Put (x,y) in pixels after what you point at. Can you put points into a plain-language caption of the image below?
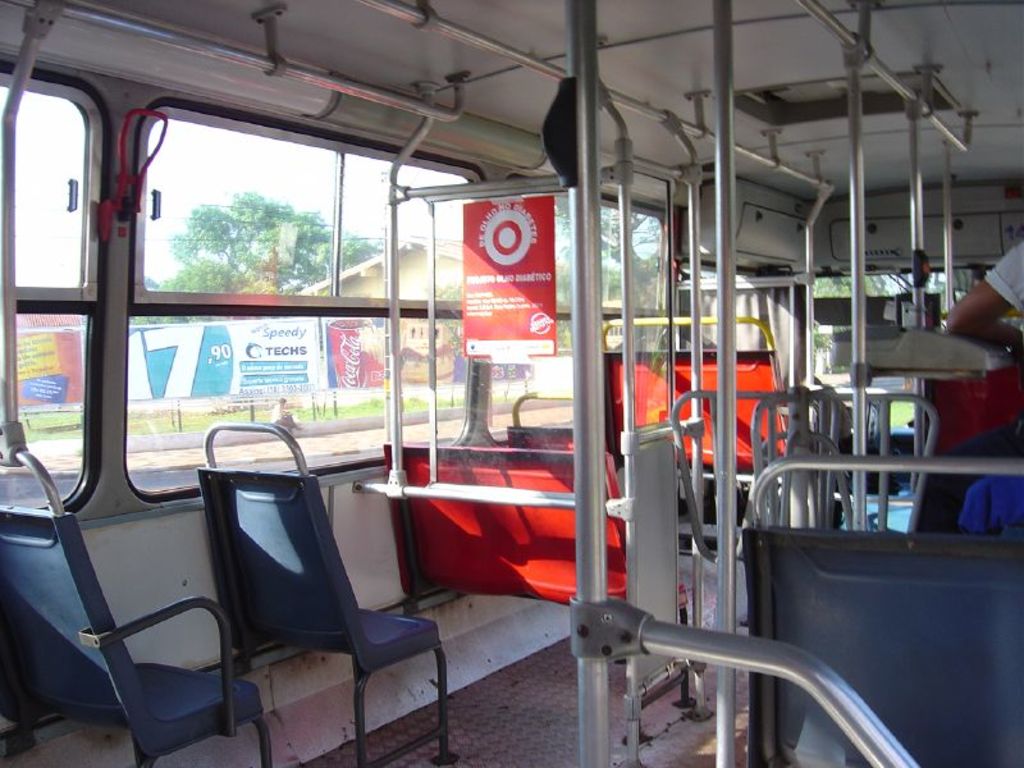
There are empty chairs (287,587), poles (732,335) and a red poster (518,277) placed inside the bus (619,496) and there is a person (987,283) standing in the right corner (1001,306).
